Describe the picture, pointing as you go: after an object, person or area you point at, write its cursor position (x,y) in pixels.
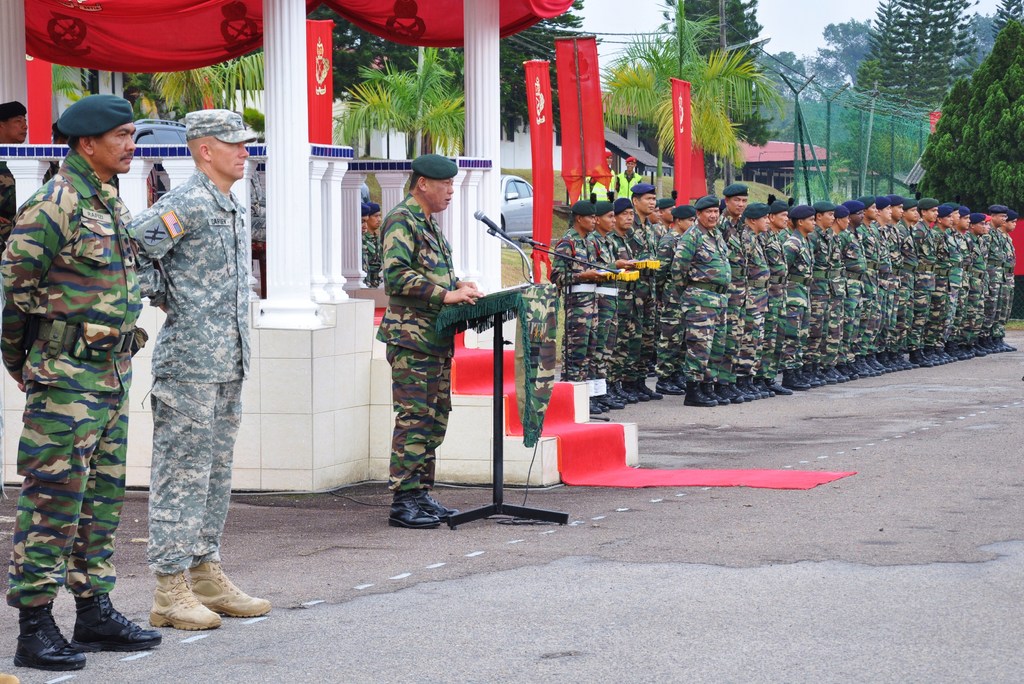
On the left side of the image (95,266) there are two men (115,331) standing. And there is a man (437,308) standing in front of the podium (486,320) with a mic (494,229). Behind him there are pillars (488,154), steps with red carpet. On the right side of the image (721,214) there are few men (667,209) standing with uniforms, shoes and caps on their heads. Behind them there are many trees (355,37), electrical poles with wires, red flags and also there is a car (524,180) and a house (525,164) with roof (753,157).
